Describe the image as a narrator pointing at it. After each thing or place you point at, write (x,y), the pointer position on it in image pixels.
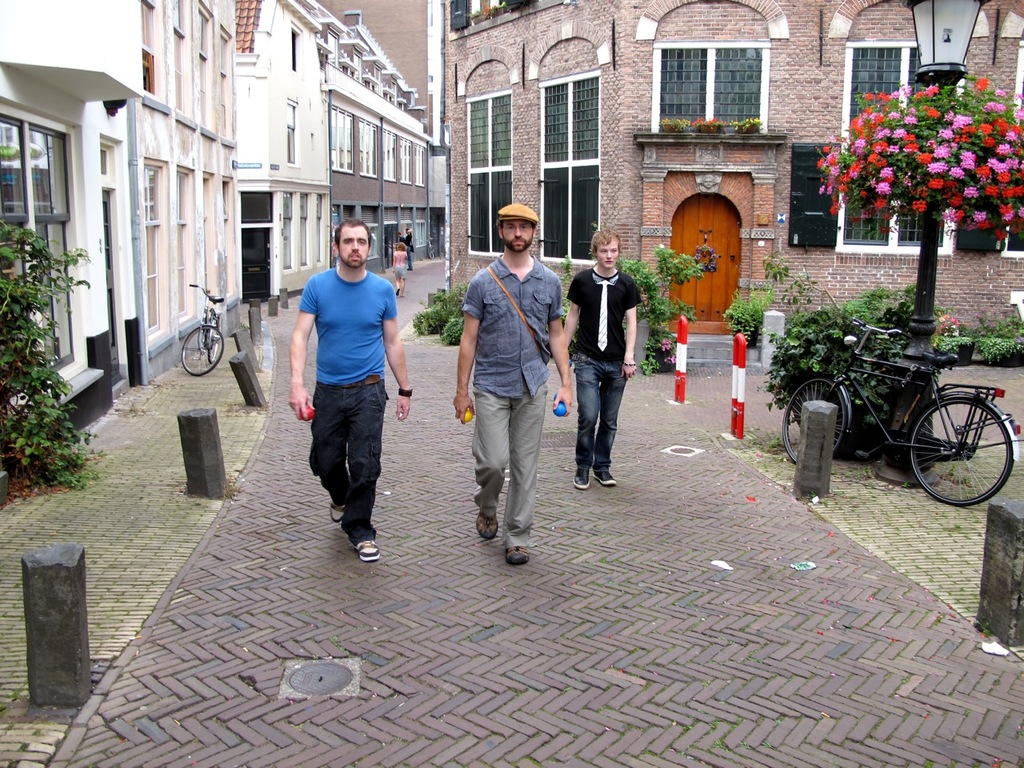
In this image people (374,408) are walking on the path (388,656). Middle of the image (521,466) there is a person (521,299) wearing a cap (506,214). He is holding objects (562,405) in his hands (459,397). Right side (958,424) there is a bicycle (896,434). Behind there is a street light (922,291). Behind there are plants (883,403). Right side (892,118) there is a plant (895,133) having flowers (927,166). Left side (28,338) there is a plant (44,338) and a bicycle (193,370) on the path (198,399). Background (812,127) there are buildings (779,154).
